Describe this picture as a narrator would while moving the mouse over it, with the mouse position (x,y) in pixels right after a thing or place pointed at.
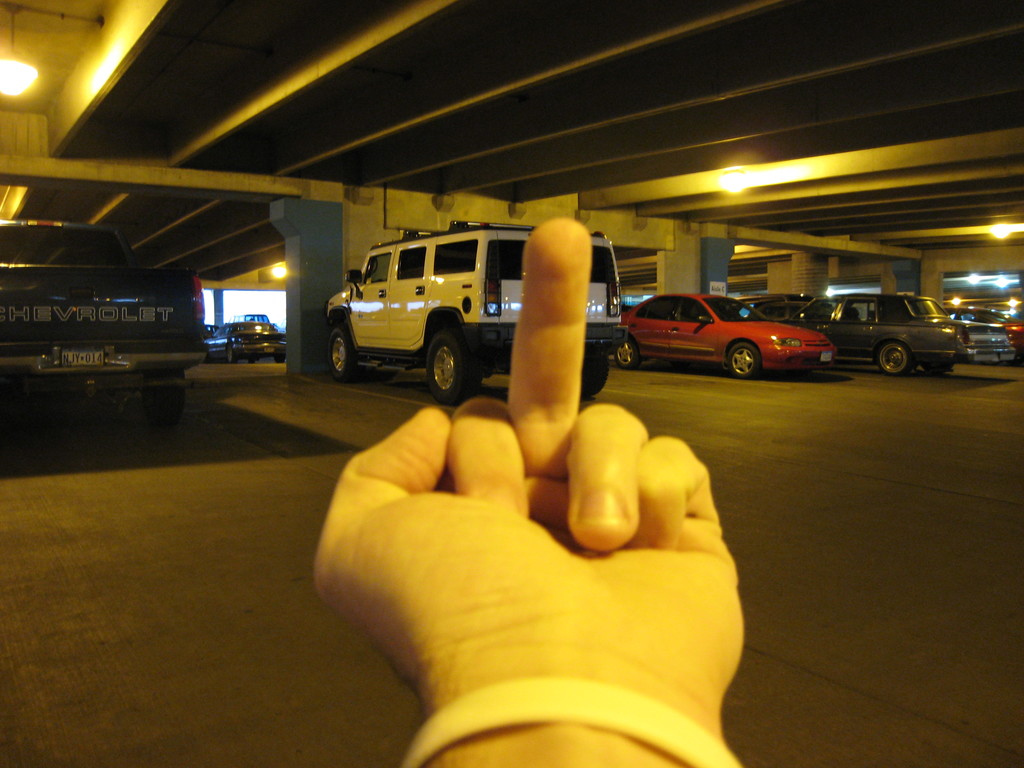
In the foreground of this image (597,607), there is a person's hand (550,612). In the background (461,330), there are vehicles (440,323) on the floor (756,389) and few lights (21,71) to the ceiling (959,215).
